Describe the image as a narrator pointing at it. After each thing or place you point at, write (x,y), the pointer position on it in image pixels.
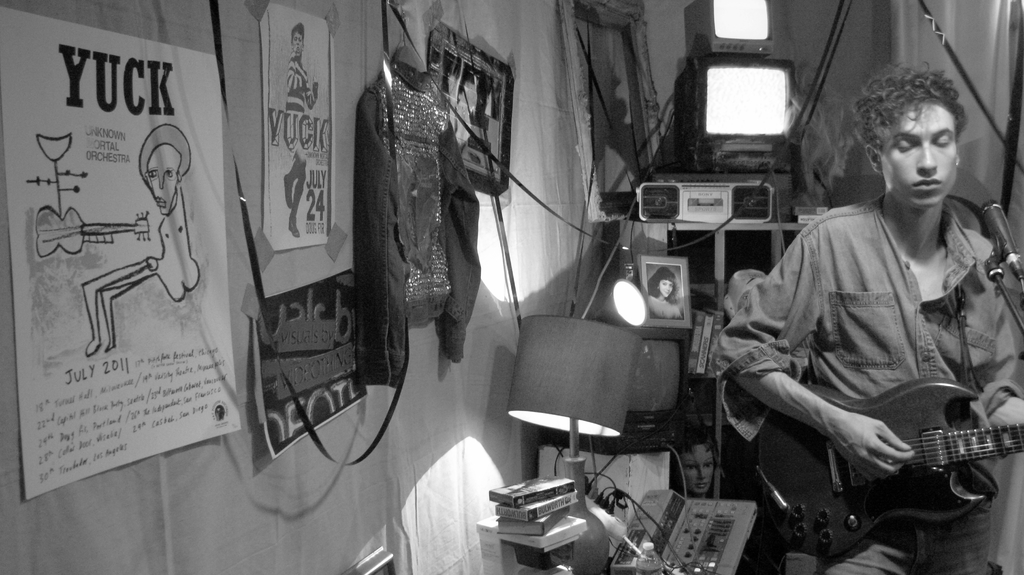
There is a person (767,276) on the right side (753,317). He is holding a guitar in his hand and he is singing on a microphone (1000,205). In the background (771,85) we can see a television (774,163), a tape recorder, a table lamp (620,335) and a photo frame (660,296).
